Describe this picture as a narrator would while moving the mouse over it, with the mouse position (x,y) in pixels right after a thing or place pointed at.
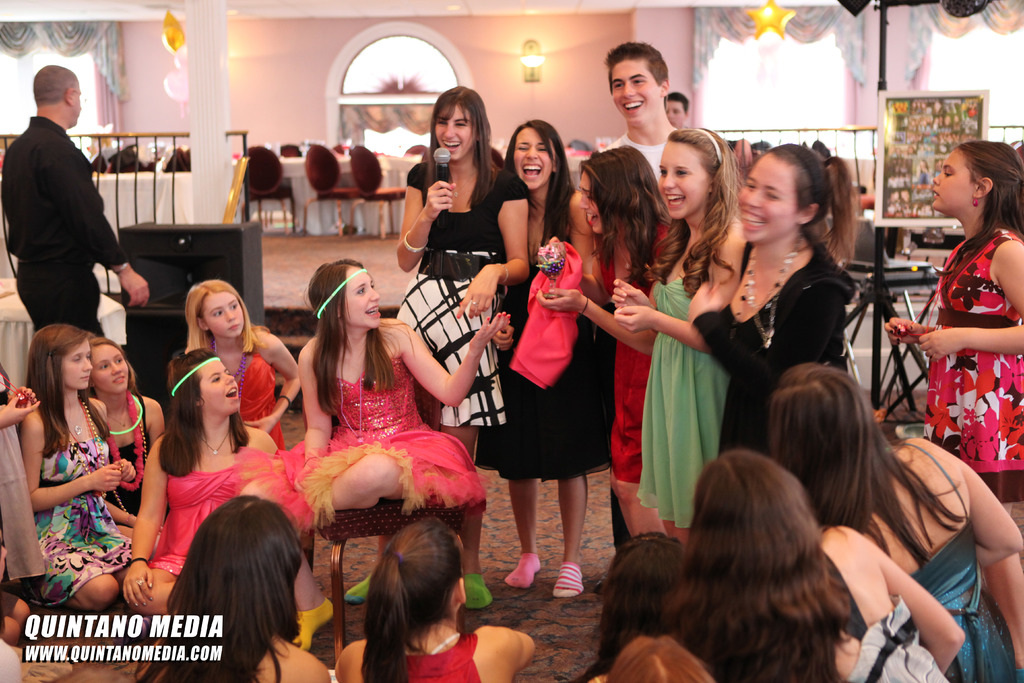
This picture describes about group of people (319,345), few are seated, few are standing and few are smiling, in the middle of the image (432,240) we can see a woman (461,238), she is holding a microphone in her hand (445,200), in the background (397,200) we can see few metal rods (888,299), lights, curtains (938,28), chairs (365,168) and a dining table (406,173).
